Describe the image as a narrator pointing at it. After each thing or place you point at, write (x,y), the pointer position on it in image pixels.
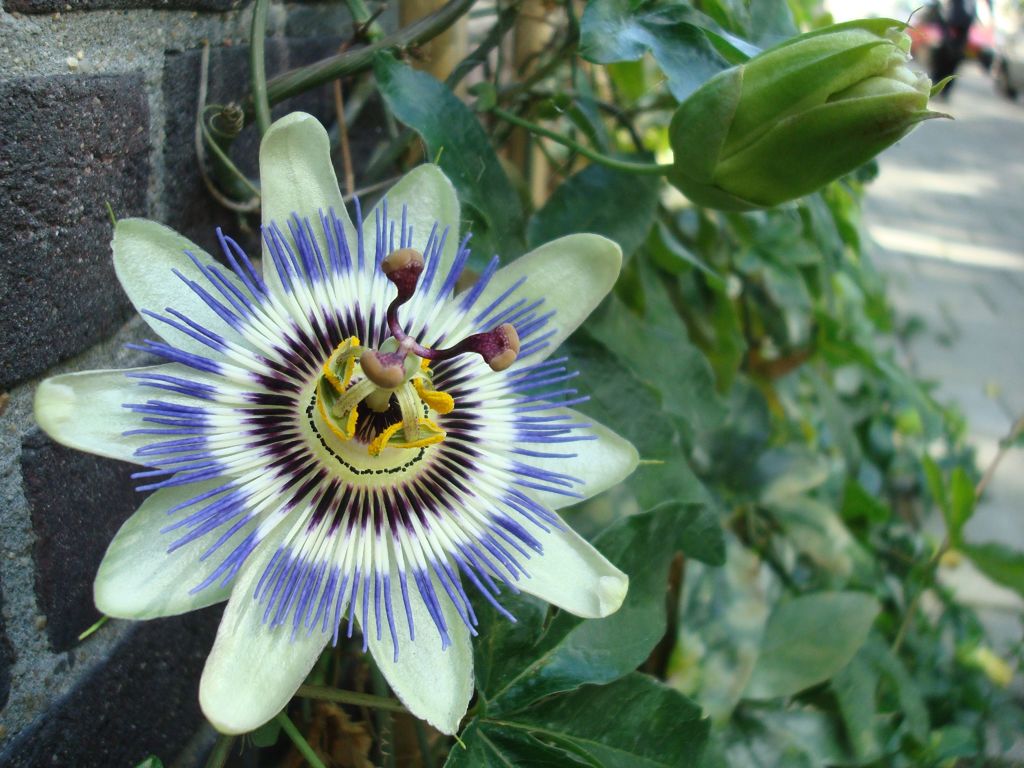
In this image we can see a flower (588,284) and a bud (798,133) to the plant (780,426) near the wall (87,288) and in the background (966,13) it looks like a person (950,38) walking on the road (975,239).
